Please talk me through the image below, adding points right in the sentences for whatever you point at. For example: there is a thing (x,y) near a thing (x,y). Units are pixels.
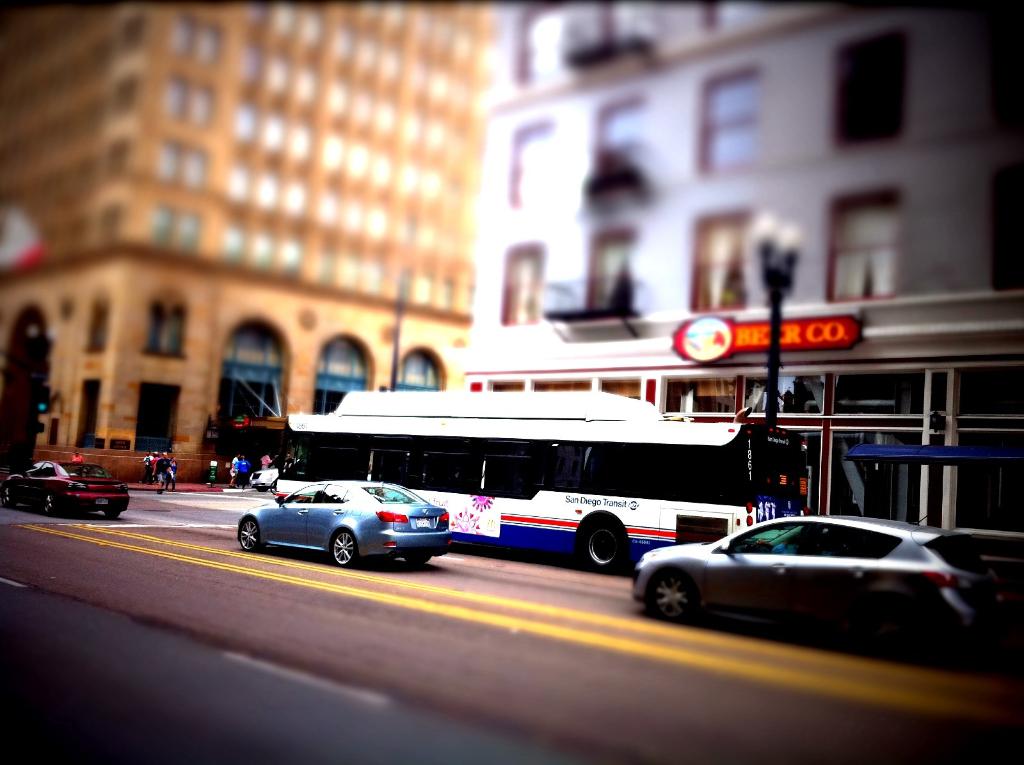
In this picture we can see few vehicles (626,536) on the road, in the background (585,283) we can find few buildings (476,207), poles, hoarding (720,321) and group of people (163,467).
